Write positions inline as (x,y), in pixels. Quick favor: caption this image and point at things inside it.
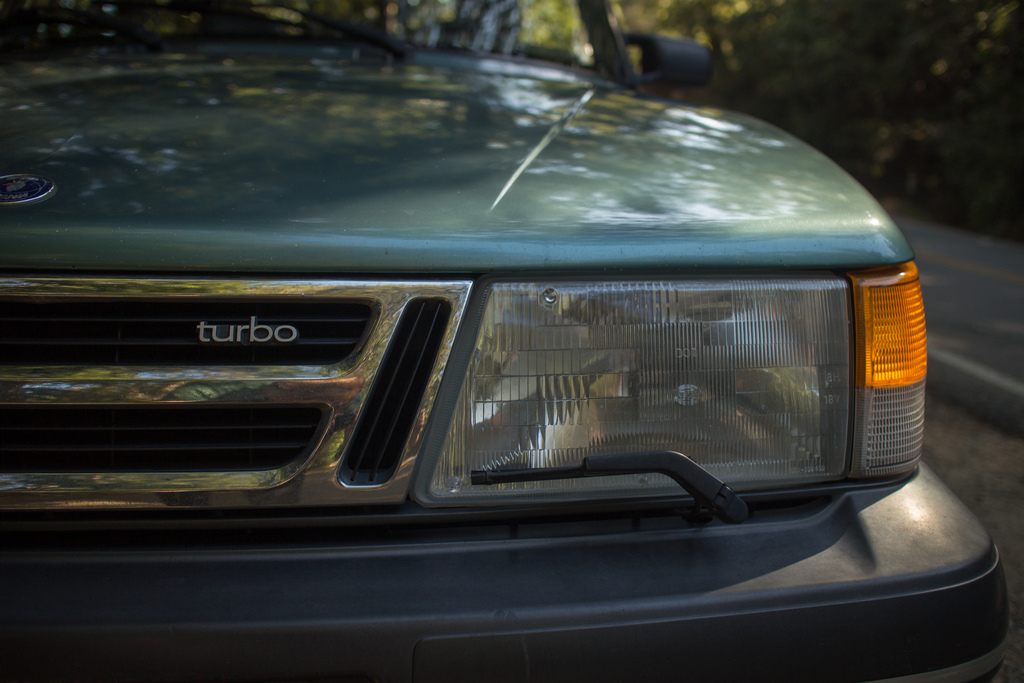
In the image we can see there is a car (497,398) standing on the road (990,504) and its written "Turbo" on it.
